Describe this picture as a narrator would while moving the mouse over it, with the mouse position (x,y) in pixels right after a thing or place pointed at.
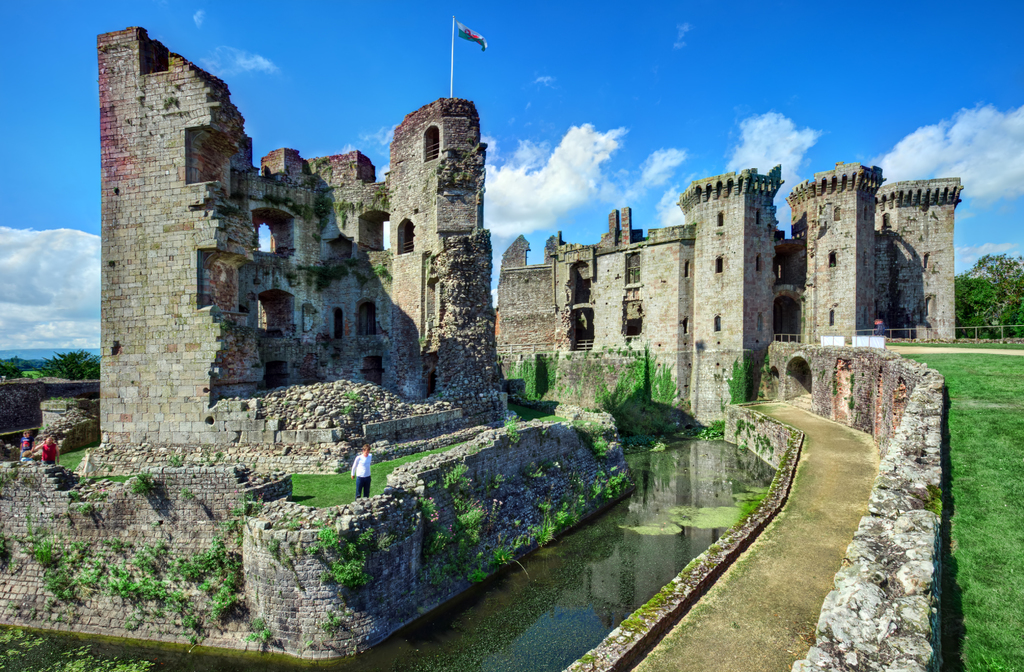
This image consists of a fort (551,492). At the bottom (472,625), we can see the water (577,554). On the right (980,543), there is green grass (995,552) on the ground (1018,394). In the front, there is a flag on the wall (448,164). In the background (738,92), there are clouds (1010,143) in the sky (783,75).
